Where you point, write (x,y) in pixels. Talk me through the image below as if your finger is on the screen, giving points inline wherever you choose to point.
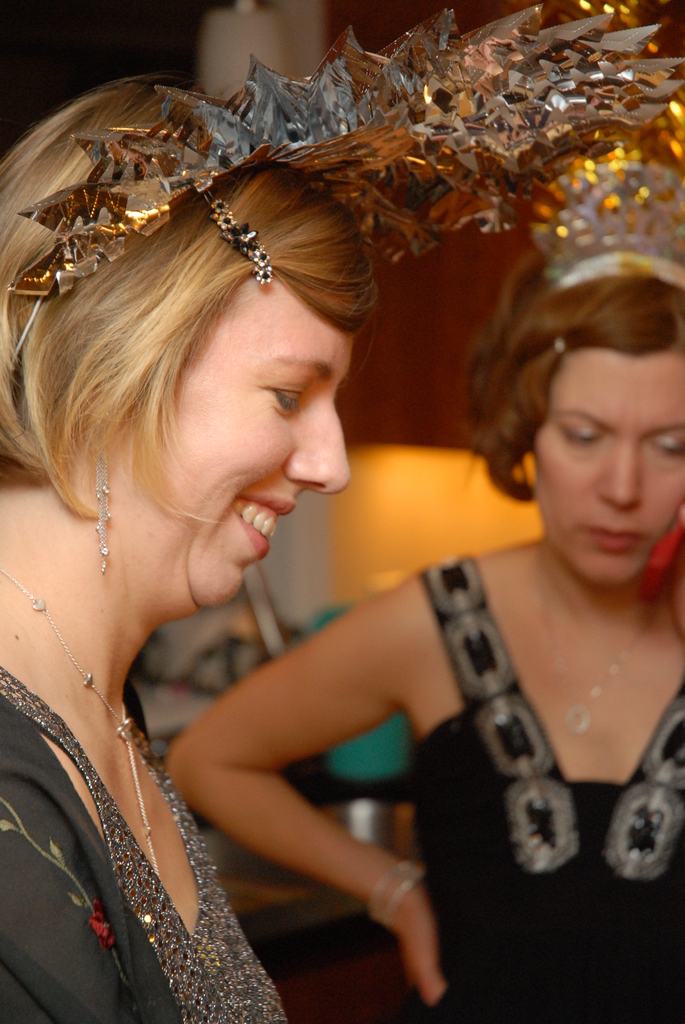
In this image I can see two people (562,823) with black and grey color dresses (178,941). I can see these people (150,233) with crowns (399,233). And there is a blurred background.
